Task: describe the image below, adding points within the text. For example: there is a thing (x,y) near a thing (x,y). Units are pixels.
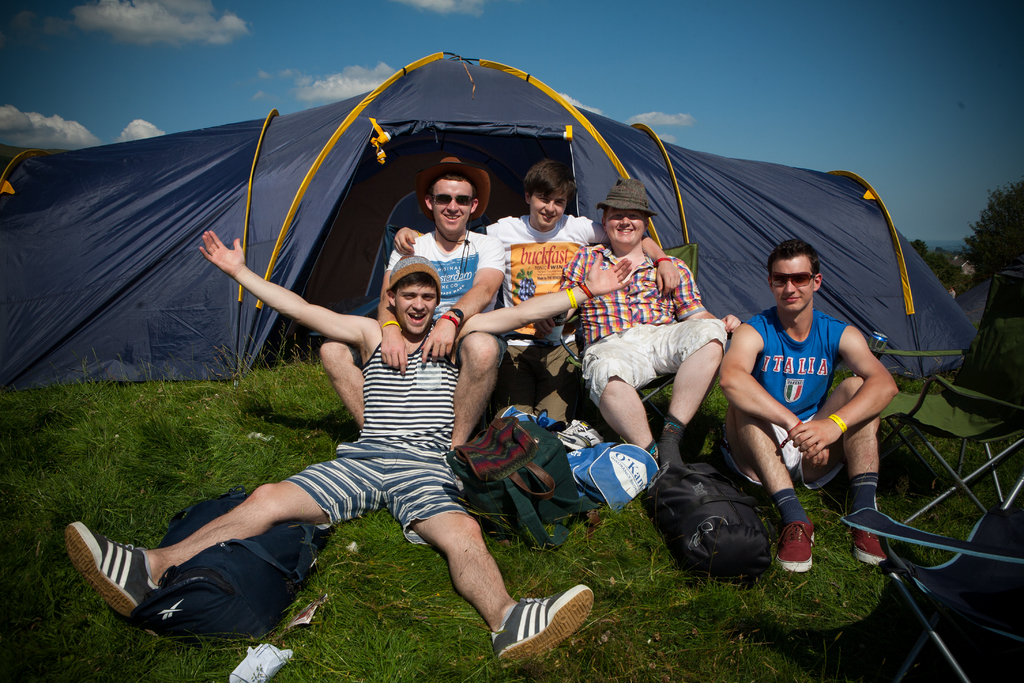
In this image there are group of persons (611,379) sitting on grass (646,524) and smiling. There are bags (587,498) on the grass (635,509). In the background (362,226) there is a tent (293,193) which is blue in colour, and the sky (291,51) is cloudy. On the right side (978,234) there are trees (990,241) and there are chairs (964,578).
